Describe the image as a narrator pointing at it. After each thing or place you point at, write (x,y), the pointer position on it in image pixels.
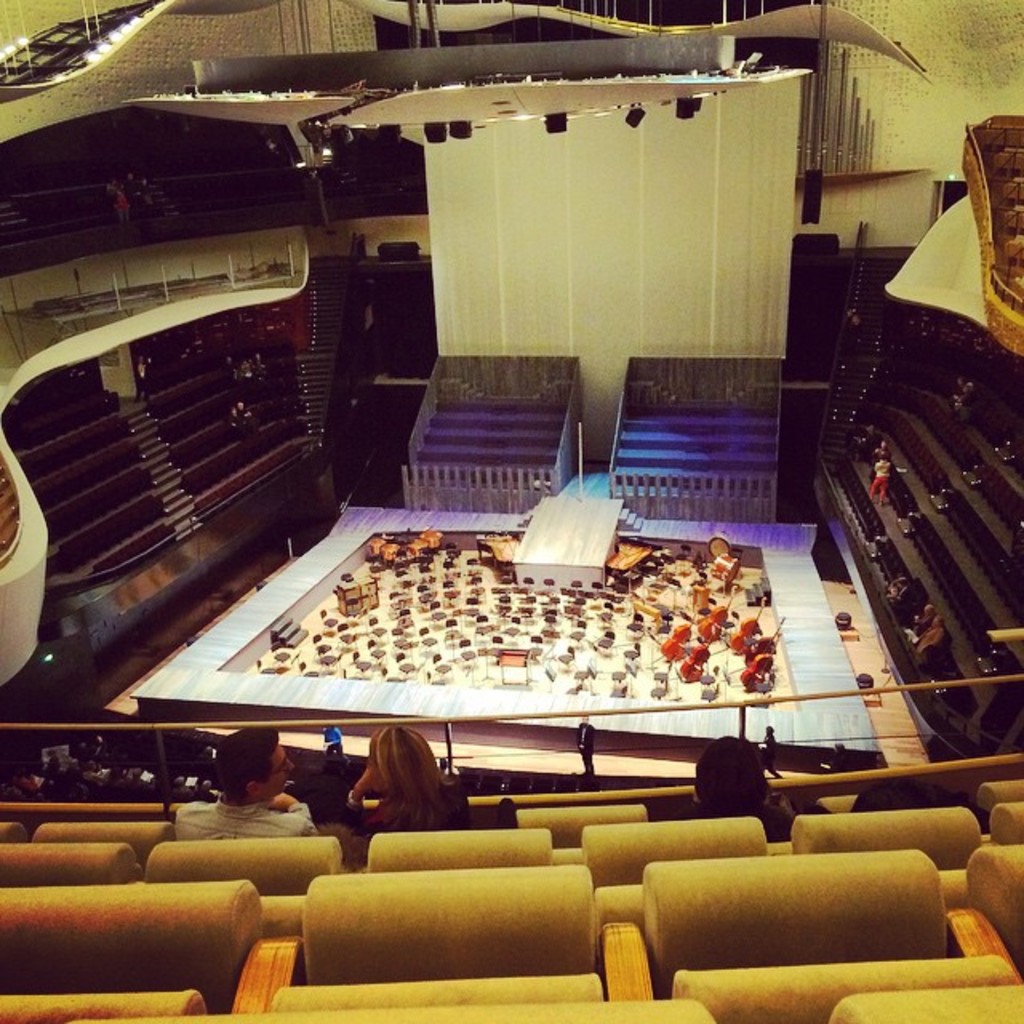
This is an inside view of an auditorium (503,821). At the bottom (268,792) few people (302,818) are sitting on the chairs (434,839) and also there are some empty chairs (478,942). In the center of the image (406,586) there are some chairs (412,602) and musical instruments (669,652) are placed on the floor (724,648). On the right (856,392) and left sides of the image I can see the stairs (644,408). In the background (703,184) there is a wall (682,135).
